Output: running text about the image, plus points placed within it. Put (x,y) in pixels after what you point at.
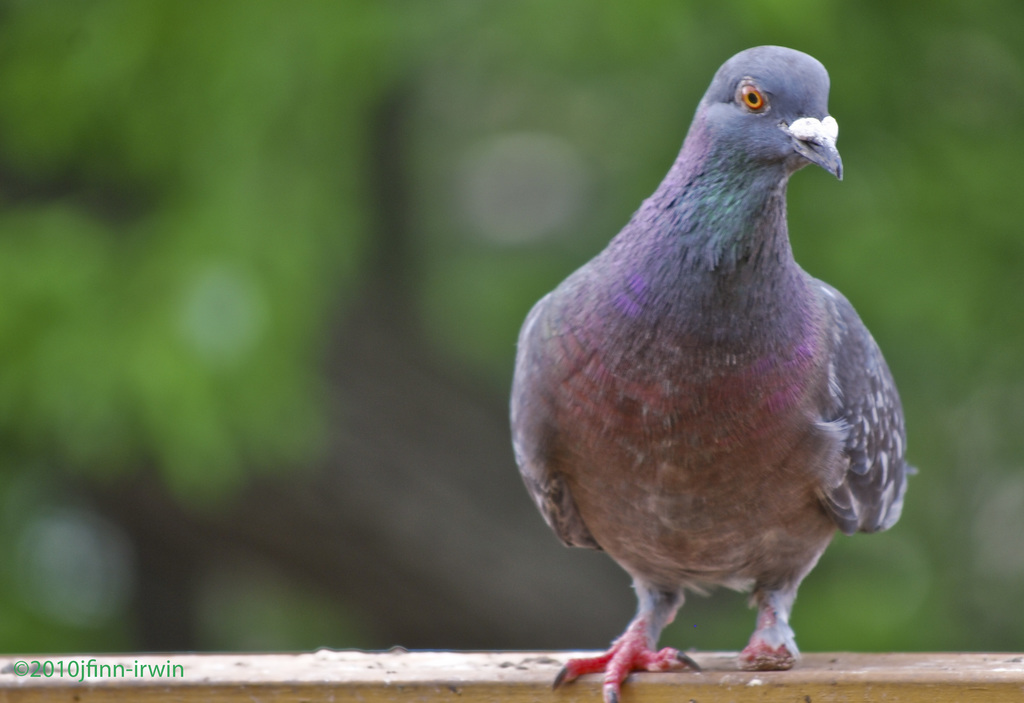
In this image we can see one pigeon (592,453) on a wooden stick (471,677), some text (35,670) on this image, back side of the pigeon (709,342) there is some brown and green color background (12,480).
